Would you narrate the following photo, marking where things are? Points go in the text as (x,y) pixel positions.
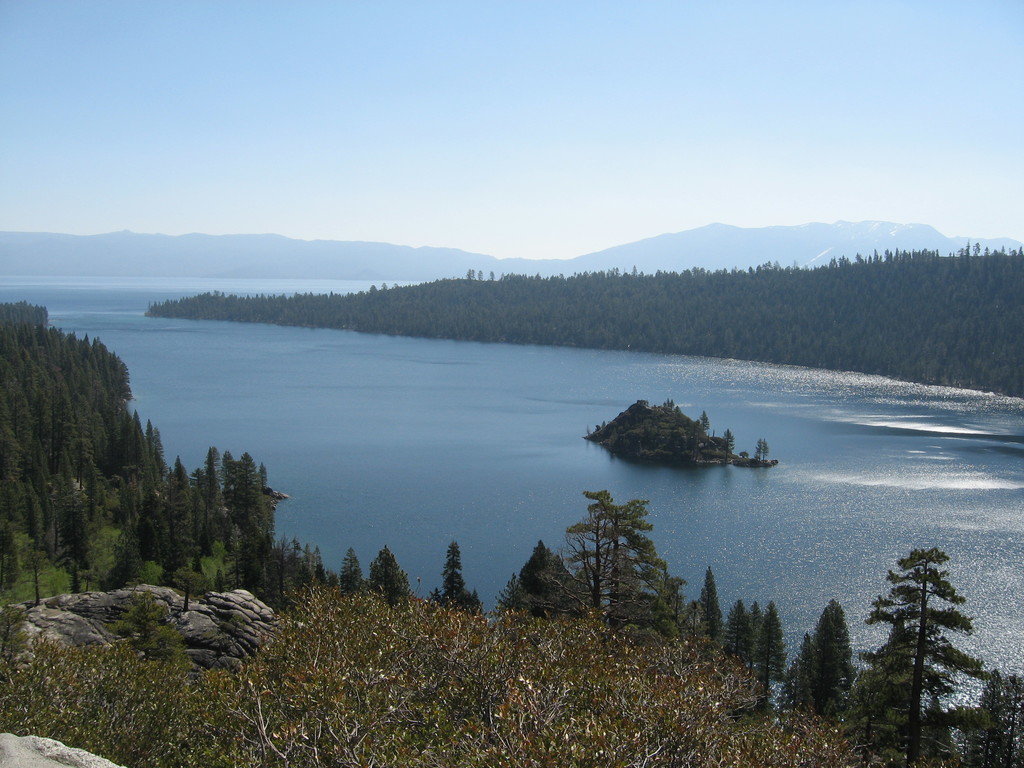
In the foreground (210,649) we can see trees (9,390) and rock (206,636). In the middle (397,361) we can see a water body (409,435), trees (651,429) and a rock (636,419). At the top (429,236) there is sky (577,247). In the background (523,260) we can see hills (794,262) and trees (766,316).
